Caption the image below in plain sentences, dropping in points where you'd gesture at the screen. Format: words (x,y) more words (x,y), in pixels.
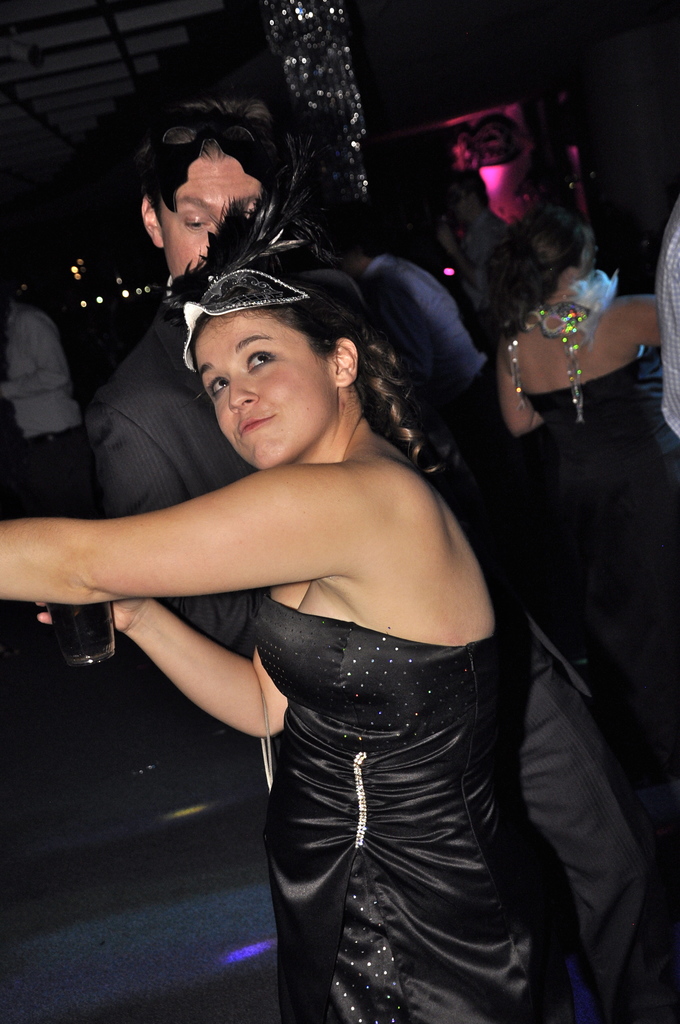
In this picture there is a woman (287,639) with black dress (425,663) is standing and holding the glass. At the back (25,511) there are group of people (637,326). At the top left (24,56) it looks like a cc camera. At the bottom (205,845) there is a floor (191,818).
